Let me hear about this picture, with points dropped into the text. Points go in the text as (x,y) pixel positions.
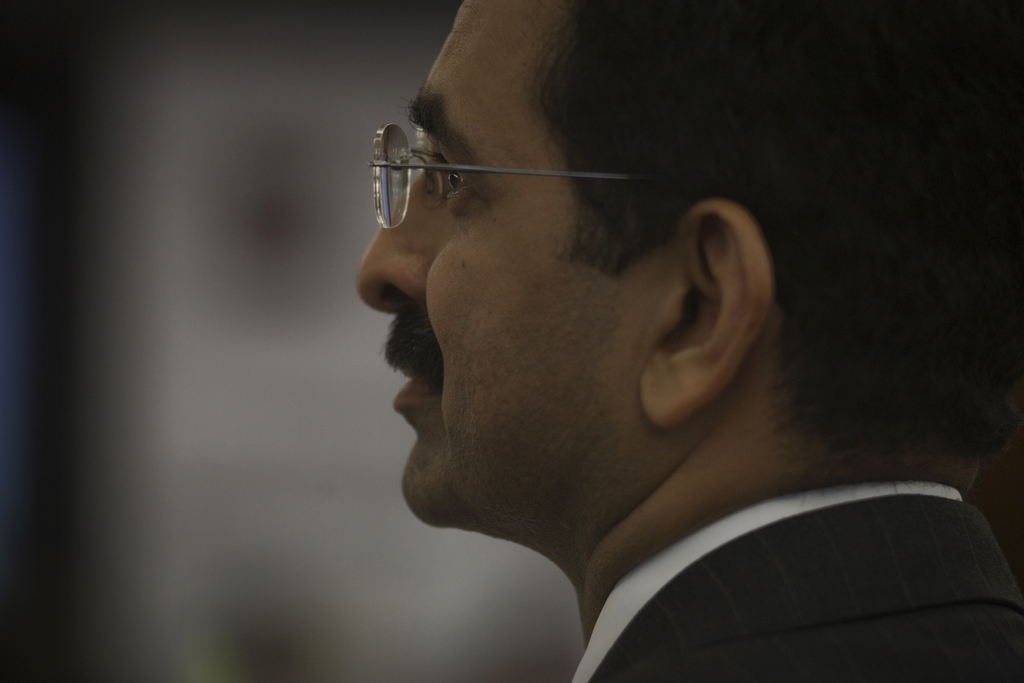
On the right side of the image (689,307) a man (645,313) is there and wearing spectacles (397,176). In the background (205,279) the image is blur.
